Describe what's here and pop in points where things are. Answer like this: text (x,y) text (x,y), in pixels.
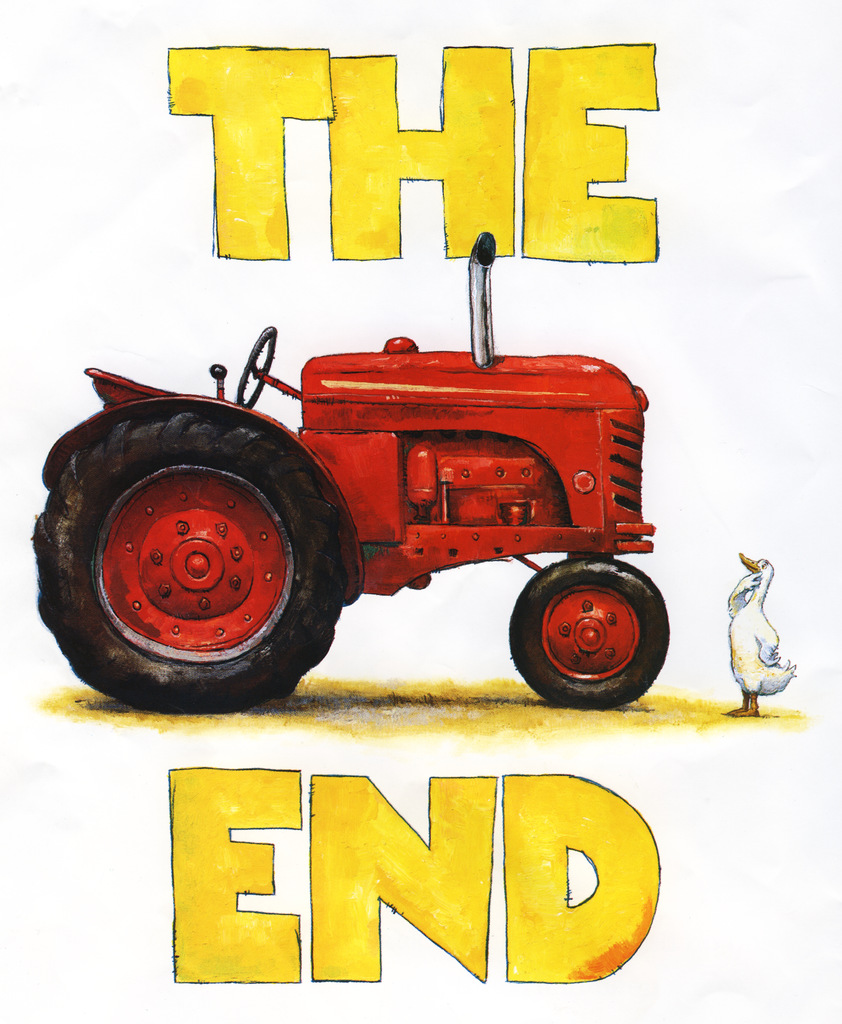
In the image in the center (398,672), we can see one paper (331,507). On the paper (377,566), we can see one bird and one tractor (353,490), which is in red color. On the paper (362,247), it is written as "The End".
